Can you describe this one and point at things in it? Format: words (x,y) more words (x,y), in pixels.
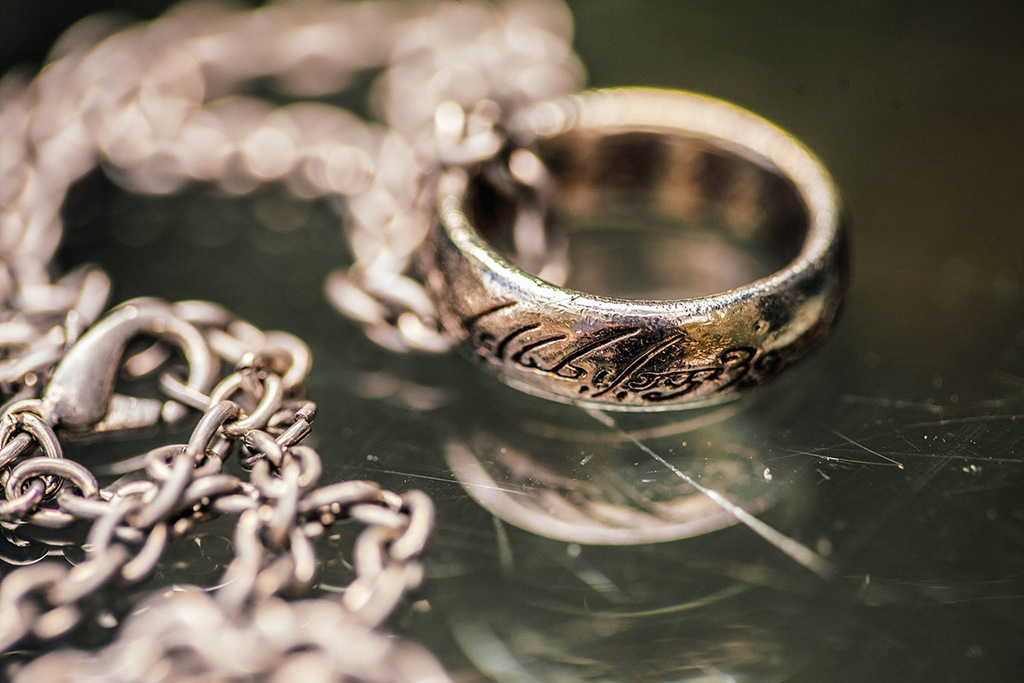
In the foreground of this image (642,277), there is a ring (609,314) to the chain (145,121) which is placed on a glass surface (533,540).
